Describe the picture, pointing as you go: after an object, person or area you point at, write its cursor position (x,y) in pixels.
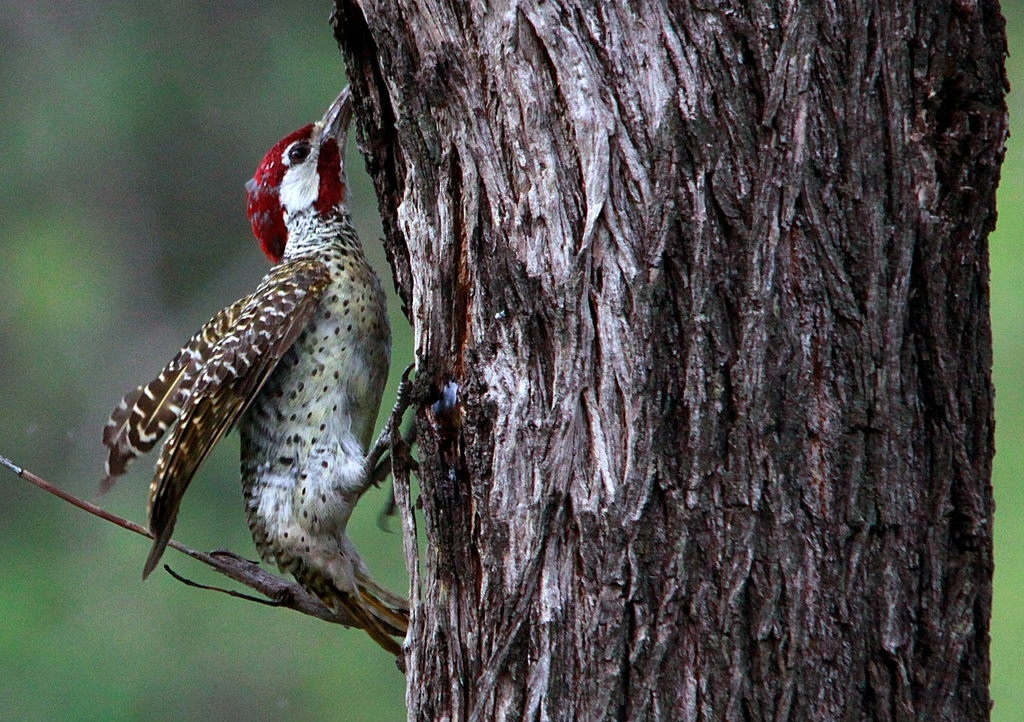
In this picture there is white and brown color small bird (330,456) hanging on the wooden trunk (628,269). Behind there is a blur background (15,301).
